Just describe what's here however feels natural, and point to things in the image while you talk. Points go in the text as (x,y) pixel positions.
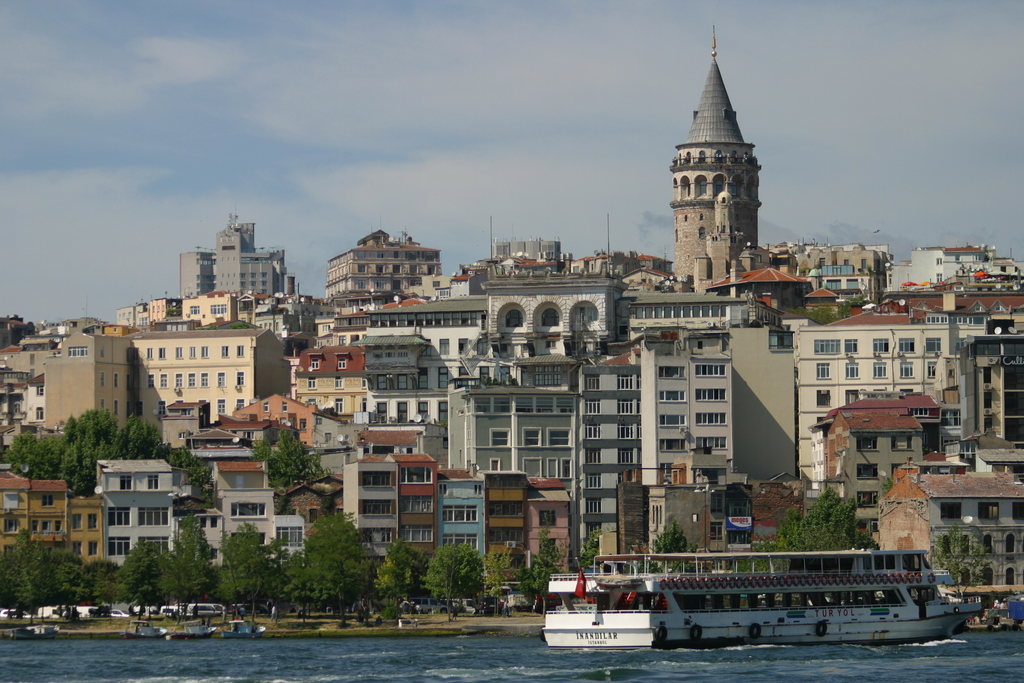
In this picture I can see at the bottom (593,670) there is water (619,670), on the right side (840,562) there is a boat (631,608). In the middle (662,384) there are trees (343,582) and buildings (301,483), at the top (457,115) there is the sky (460,144).
